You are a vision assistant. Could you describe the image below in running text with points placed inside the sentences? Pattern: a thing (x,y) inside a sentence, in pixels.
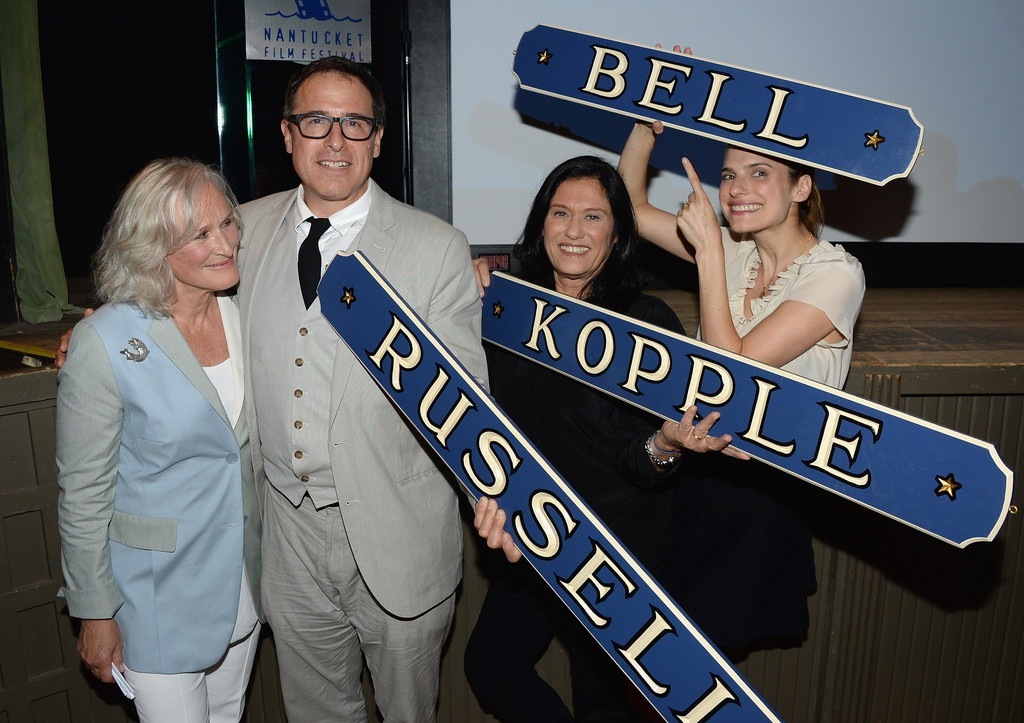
Here men (477,370) and women (586,418) are standing, these are boards (518,462), this is wall (786,66).
